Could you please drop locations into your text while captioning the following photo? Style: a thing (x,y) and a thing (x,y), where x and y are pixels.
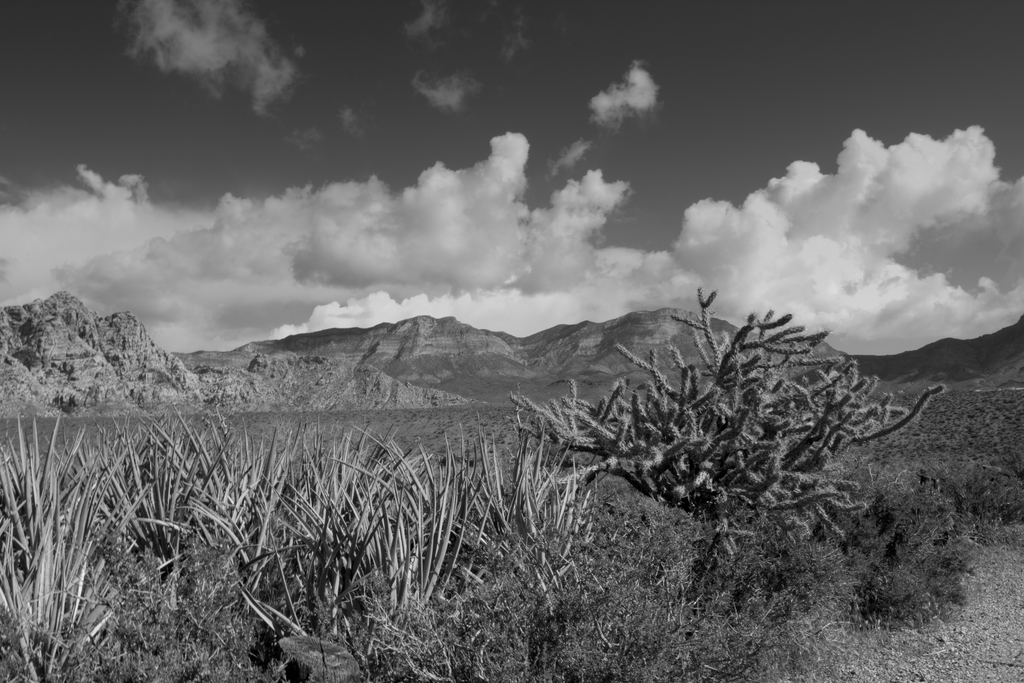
This is a black and white image, in this image in the foreground (483,453) there are some plants (670,505) and some grass (661,607). And in the background (606,333) there are mountains (53,336). At the top of the image (471,111) there is sky (340,240).
